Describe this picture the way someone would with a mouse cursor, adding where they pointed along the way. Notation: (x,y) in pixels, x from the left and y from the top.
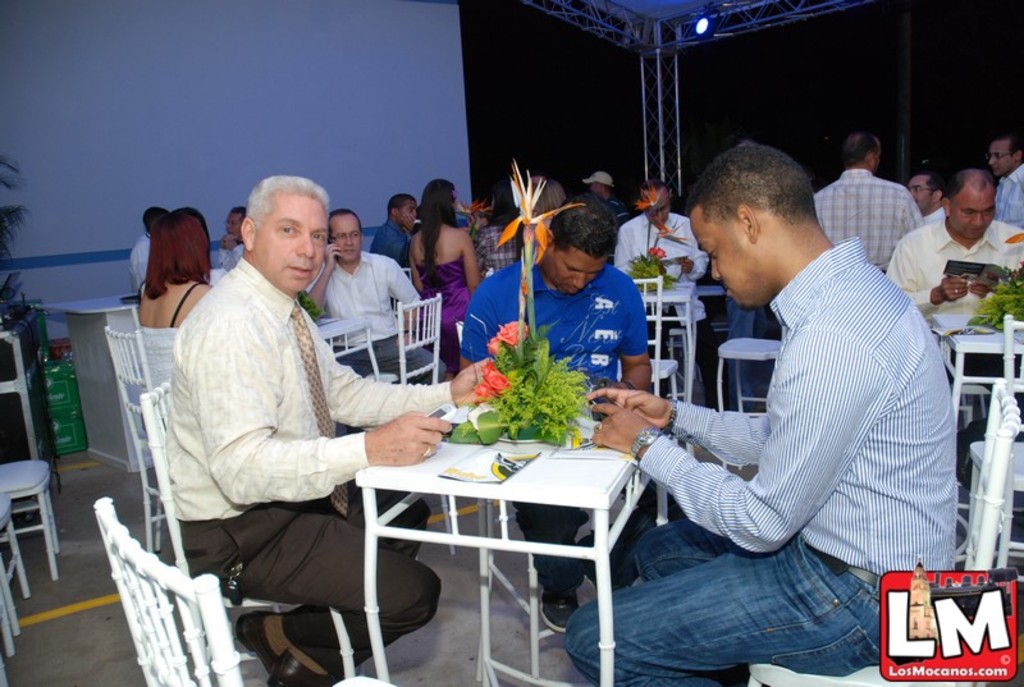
In this picture I can see people (238,423) are sitting on the chairs (799,671) around the table (542,482) and we can see some flower pots (532,398) are arranged on each and every table (946,331). In the background (243,76) there is a white color wall (258,64).
